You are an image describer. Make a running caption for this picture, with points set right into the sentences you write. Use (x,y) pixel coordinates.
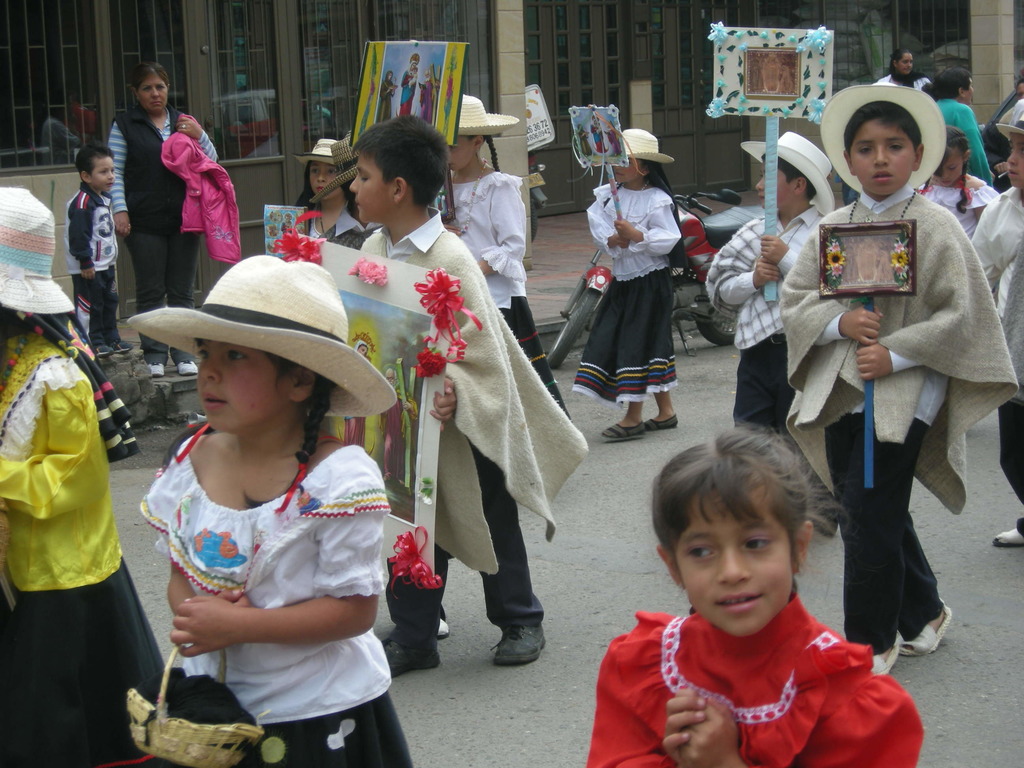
In this picture there are children (76,604) in the image, by holding posters (914,289) in their hands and there is a building (639,95) at the top side of the image (659,117).
